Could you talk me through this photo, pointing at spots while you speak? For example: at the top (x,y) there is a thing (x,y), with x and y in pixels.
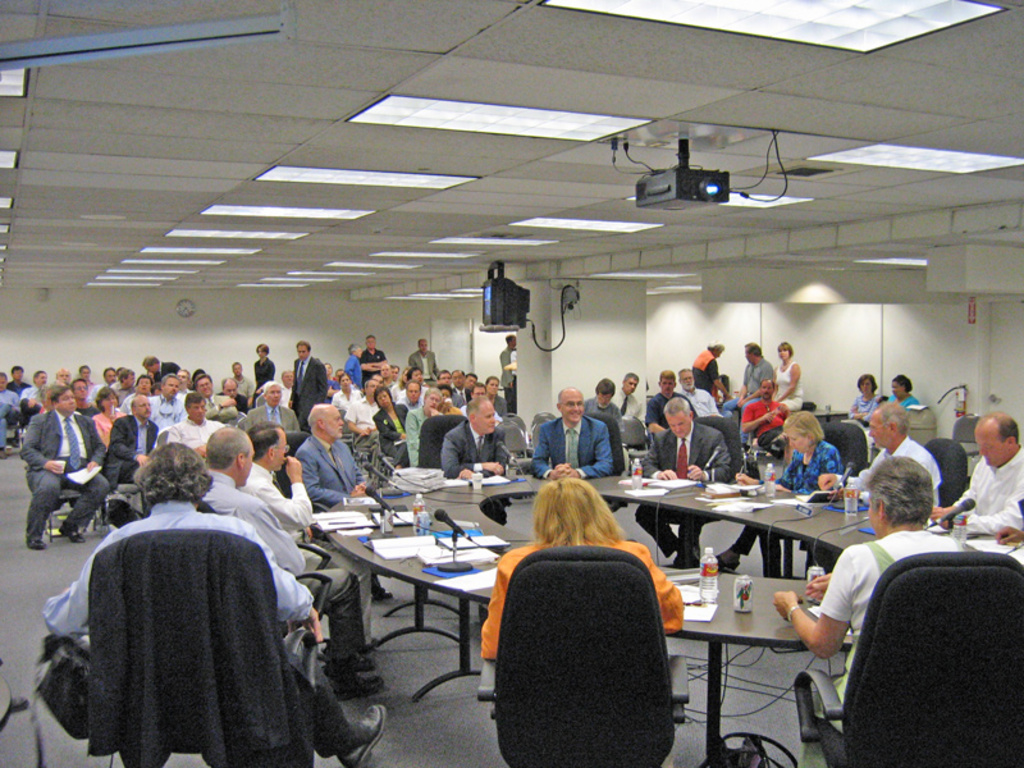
Here we can see that a group of people (787,368) are sitting on the chair (566,608), and in front her is the table (767,599) and water bottle (711,599) and some other objects (696,588) on it, and here is the pillar (530,344), and here is the roof (311,126).
